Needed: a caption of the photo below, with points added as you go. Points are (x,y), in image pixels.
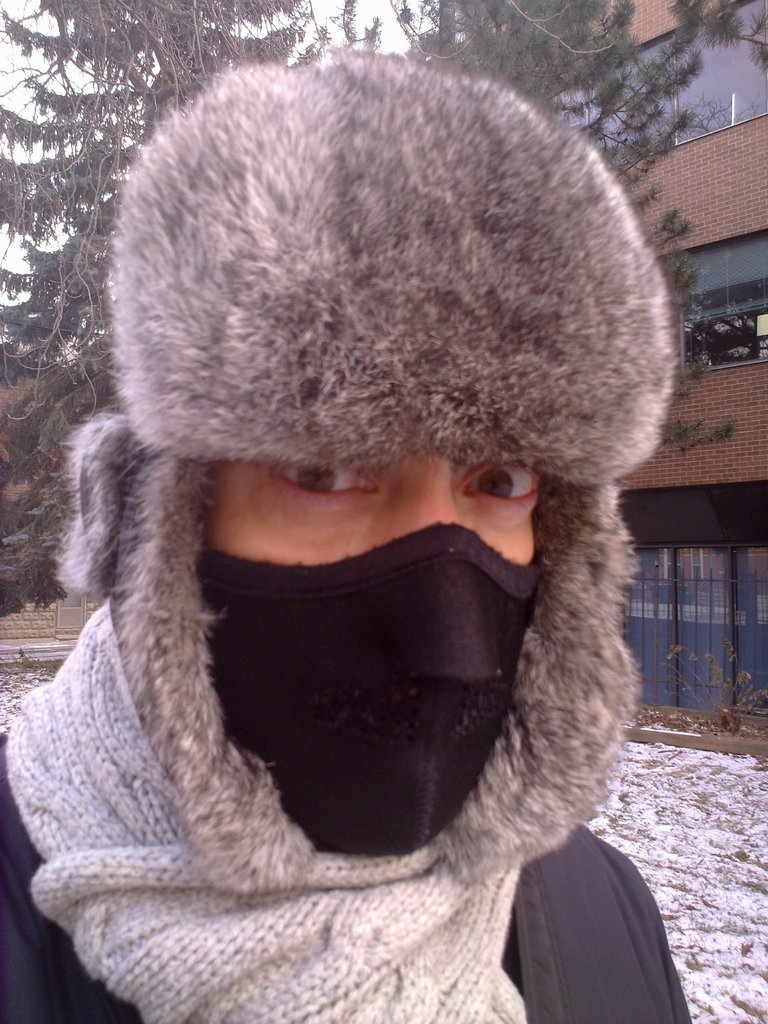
In this picture we can see a person (244,723) with a mask (249,725) on face (220,510) and wearing a cap (217,707) and in the background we can see the ground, building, trees (763,21), sky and some objects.
